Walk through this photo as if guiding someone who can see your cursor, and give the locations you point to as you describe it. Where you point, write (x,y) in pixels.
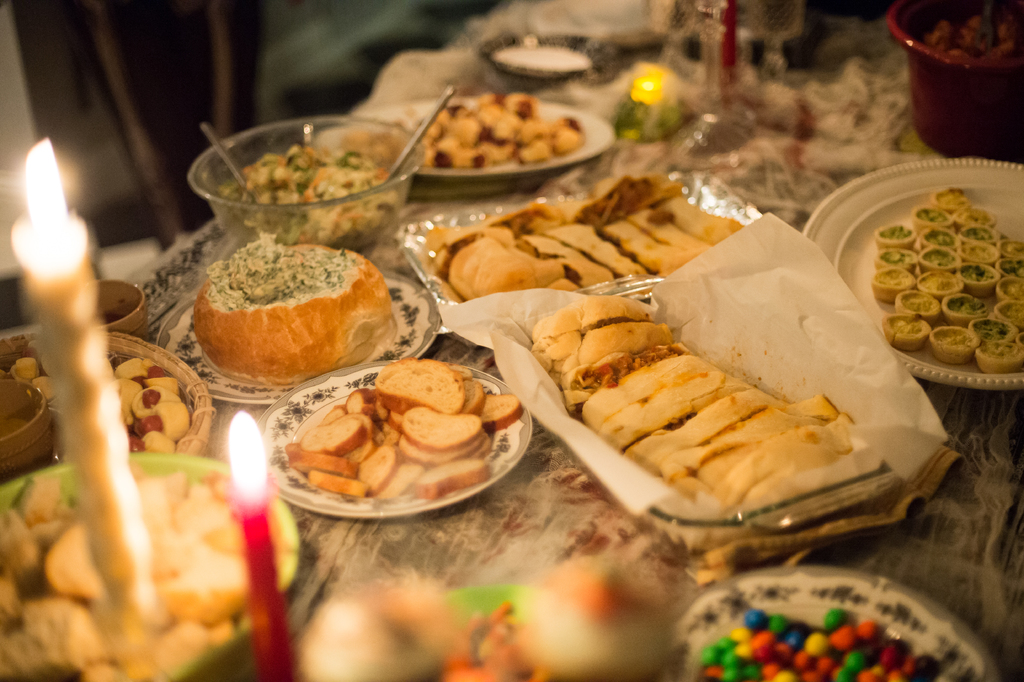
In this picture we can observe different types of items (468,234) placed on the table (509,548). All are related to food (632,375). We can observe glass bowls (300,206) and plates (345,370) on the table (447,544). We can observe a tissue paper (774,373). On the left side (63,449) there are two colors of candles (104,470) which were in white and red. In the background (229,70) it is completely blur.
